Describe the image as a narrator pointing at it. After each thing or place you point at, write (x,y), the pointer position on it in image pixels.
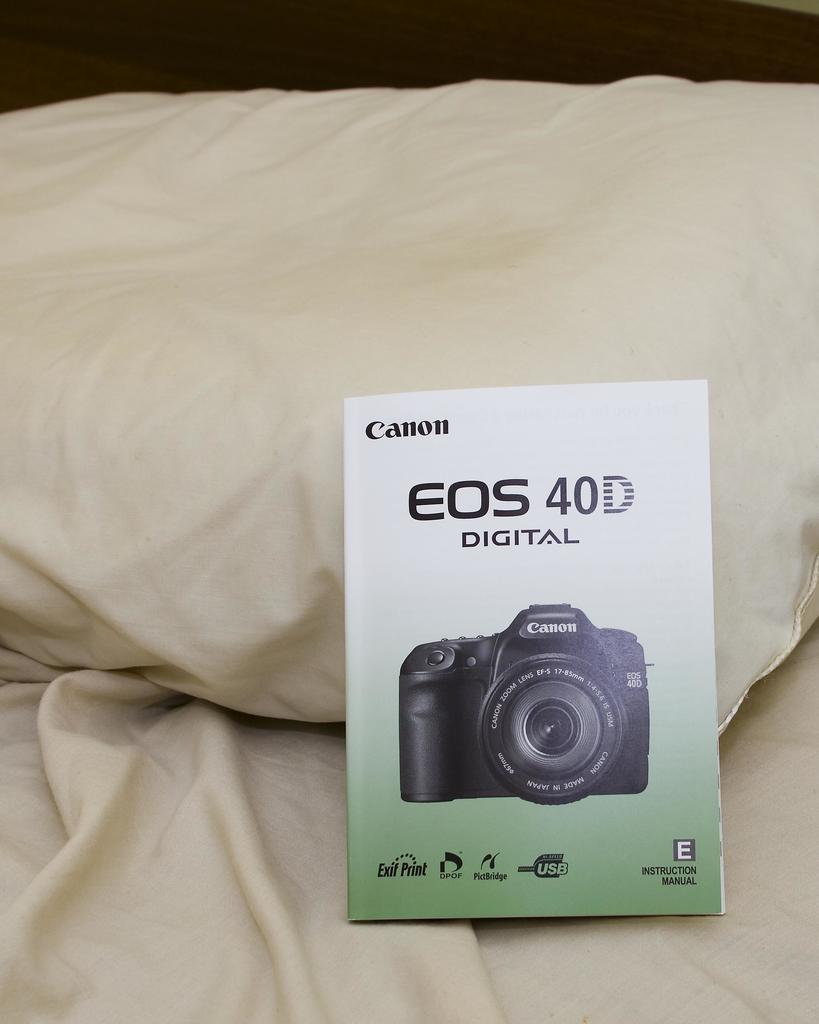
As we can see in the image there is a book (622,730) on bed (248,412). On top of book (462,527) it was written "EOS 40D Digital" and there is a camera picture (561,649) on the book (568,648).
